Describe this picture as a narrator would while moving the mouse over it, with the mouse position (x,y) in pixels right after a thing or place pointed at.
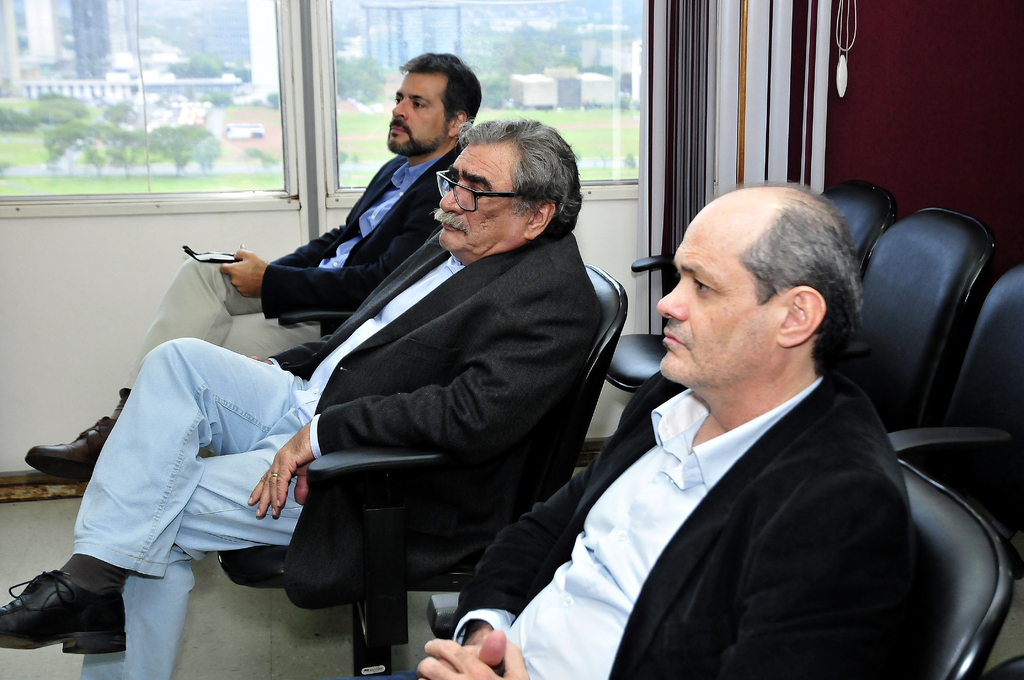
In this image I can see three men (410,271) are sitting on the chairs (586,364) facing towards the left side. At the back of these people (671,322) there are few empty chairs (945,353). In the background (404,61) there is a glass (388,61) through which we can see the outside view. In the outside there are many trees (73,135) and buildings (26,88).
